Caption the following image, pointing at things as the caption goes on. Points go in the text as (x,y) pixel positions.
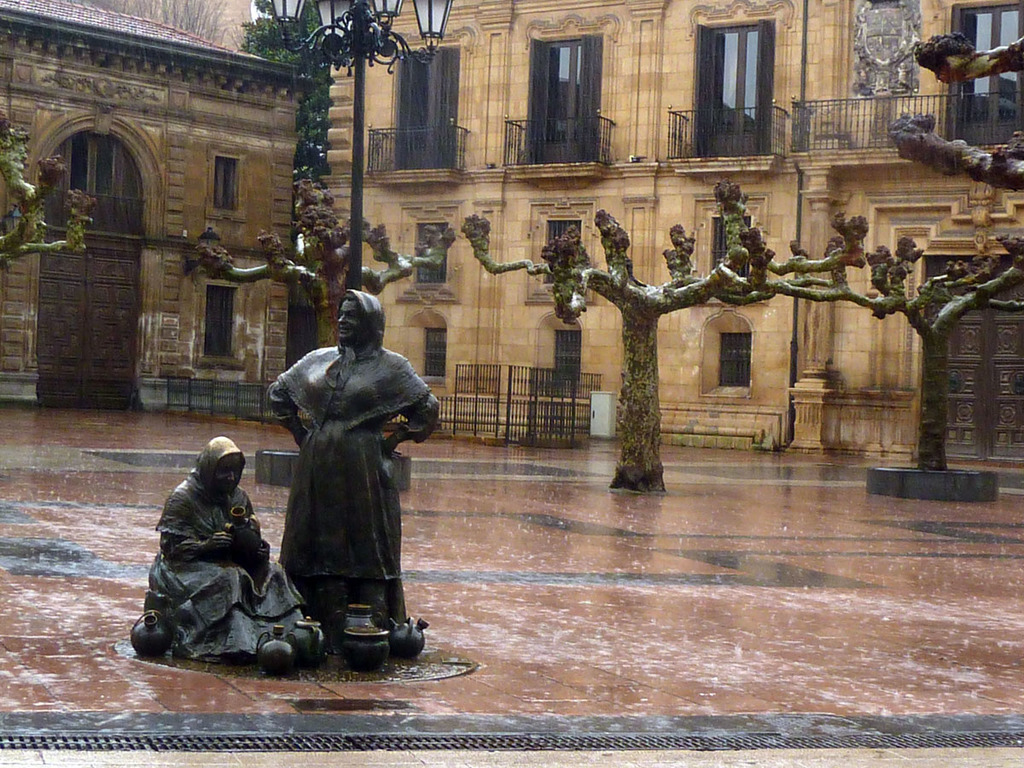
In the image there are statues (314,476) of ladies (208,574) and also there are vessels (355,608). Behind them there are tree trunks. There is a pole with lamps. Behind them there is fencing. In the background (968,370) there are buildings (493,224) with walls (491,112), glass doors (720,90), railings (608,130), balconies (671,121), doors (52,334) and an arch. Behind the buildings (292,138) there are trees (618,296). And it is raining in the image.
